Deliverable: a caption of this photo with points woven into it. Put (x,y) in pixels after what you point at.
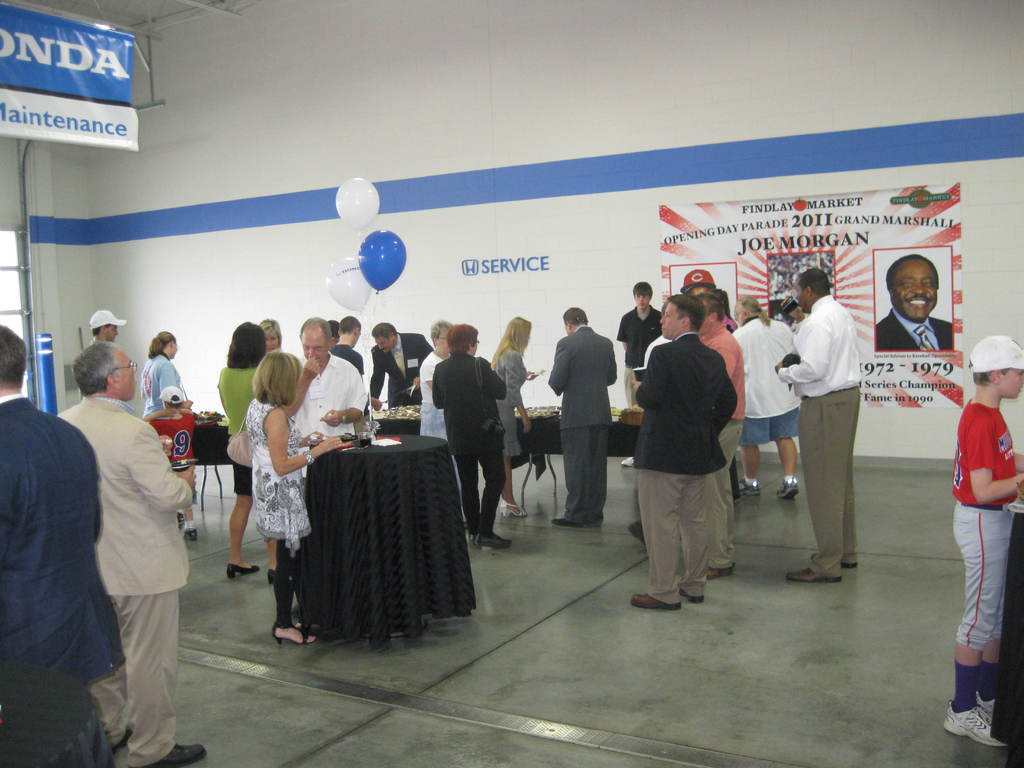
In this picture, we see many people (583,397) are standing. The man (329,403) and the woman (276,396) in white dresses (272,410) are standing beside the table (361,516) which is covered with black color sheet (368,575). We see a glass (368,432) containing liquid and tissue papers (397,437) are placed on the table (372,448). Behind them, we see a long table (419,429) on which food items (395,411) are placed. Behind them, we see balloons (355,197) in white and blue color. Behind that, we see a white wall (559,221) and a poster (750,244) or a banner (694,218) in white and red color. We see some text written on the banner (923,314). On the left side (98,40), we see a banner (74,112) in white and blue color with some text (42,112) written on it. We even see the window (6,274).
